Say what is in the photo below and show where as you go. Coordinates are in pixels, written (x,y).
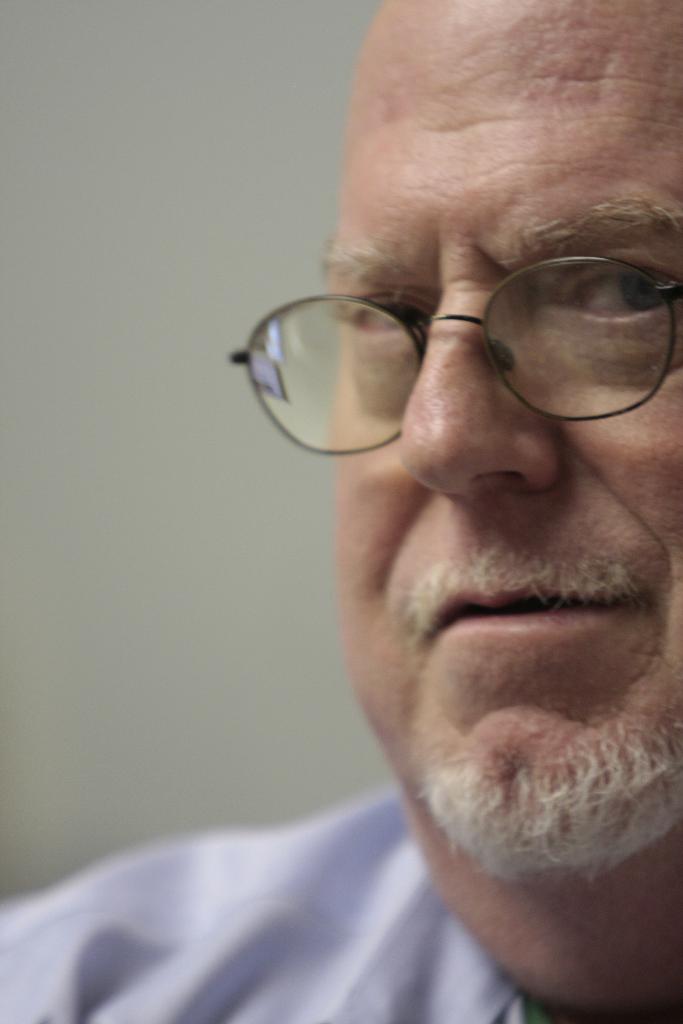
In the foreground of the image (366,849) there is a person (422,699). In the background of the image (194,332) there is wall (110,198).
